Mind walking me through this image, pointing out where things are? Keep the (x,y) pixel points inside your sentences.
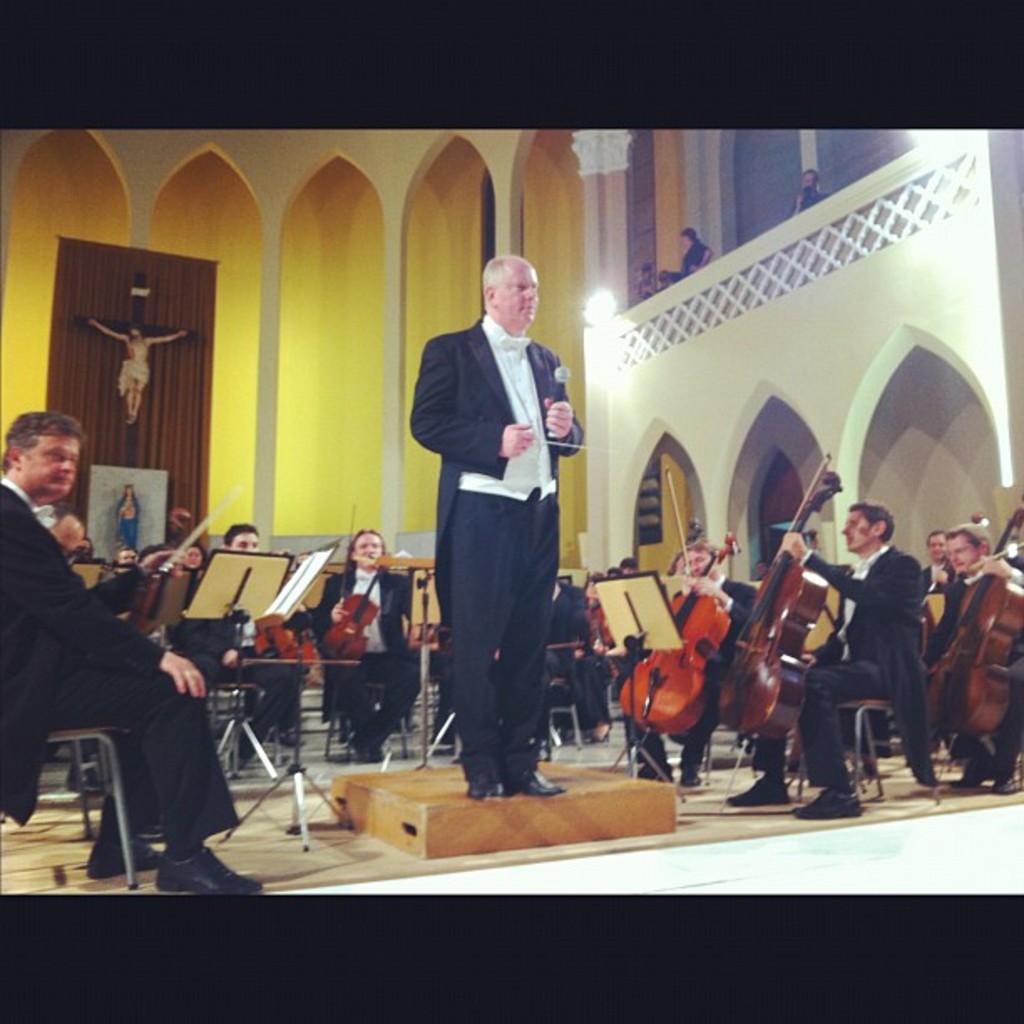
In this picture we can see some people (65,645) are sitting on chairs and holding violins (435,633), there is a man (540,588) standing in the middle (503,472), he is holding a microphone (562,383), there are some paper stands (214,601) in the middle (637,612), in the background (165,524) we can see a wall (214,440) and Christianity symbol (139,398), on the right side (932,152) there are two lights (956,133).
